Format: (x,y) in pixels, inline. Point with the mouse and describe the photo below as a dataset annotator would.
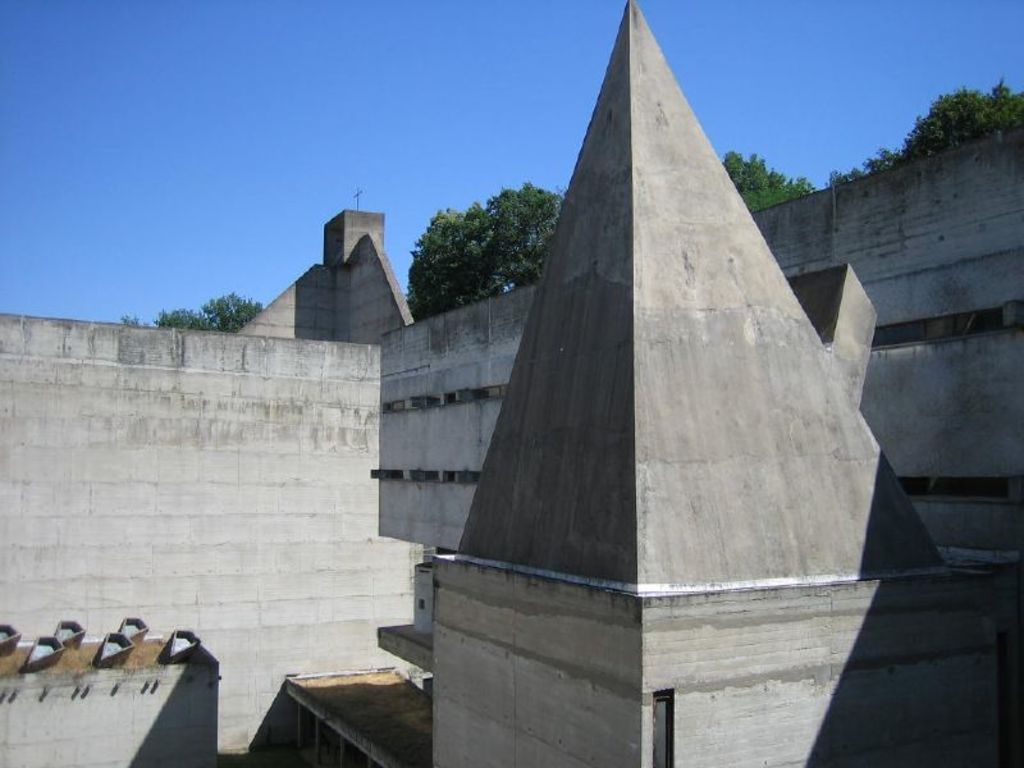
This image is taken outdoors. At the top of the image (286,96) there is a sky (343,118). In the background (932,133) there are a few trees (415,261). At the bottom of the image (410,562) there is an architecture (188,655) and there are many walls (219,663).
